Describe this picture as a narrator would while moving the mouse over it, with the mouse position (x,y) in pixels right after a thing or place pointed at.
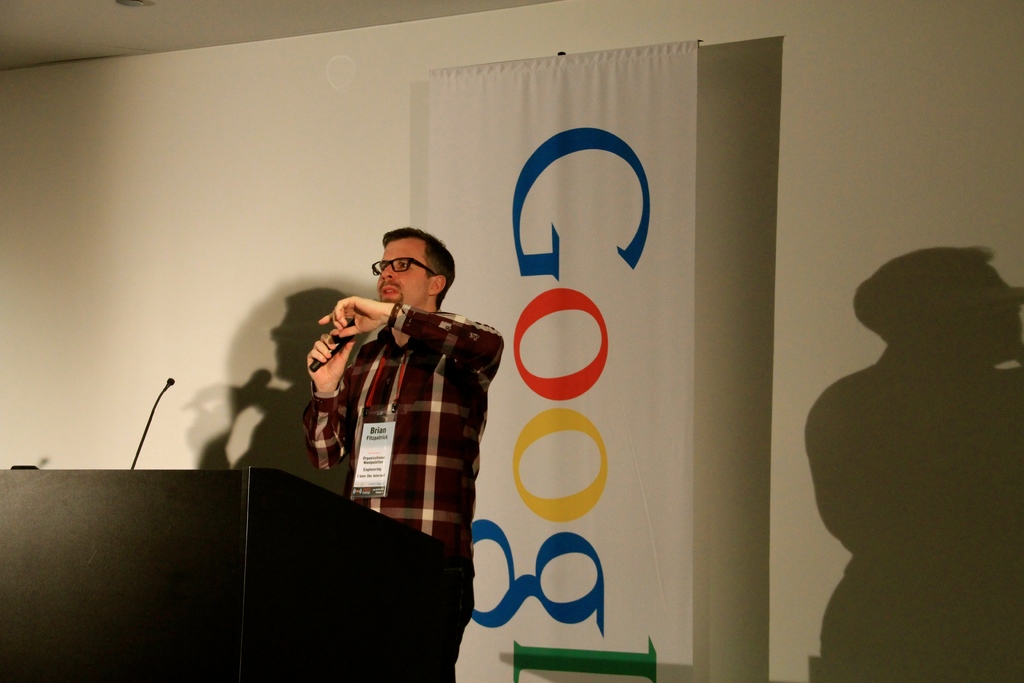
This picture shows man (451,396) standing and speaking with the help of a microphone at a podium (93,472) and we see a banner (444,154) hanging on the back (665,667).
